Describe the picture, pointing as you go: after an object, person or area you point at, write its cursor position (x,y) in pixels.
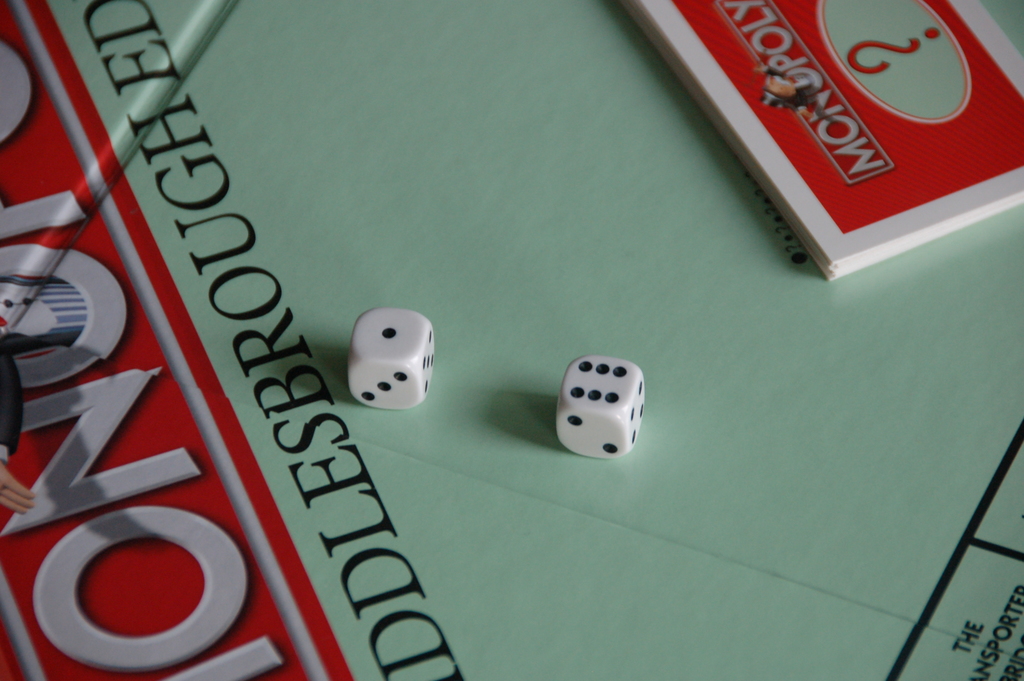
In this picture there are two dices (403,361) and there are cards (855,182). At the bottom (391,633) it looks like a board (551,417) and there is a text (229,659) and there is a picture (15,420) of a person (18,405) on the board (590,626).
